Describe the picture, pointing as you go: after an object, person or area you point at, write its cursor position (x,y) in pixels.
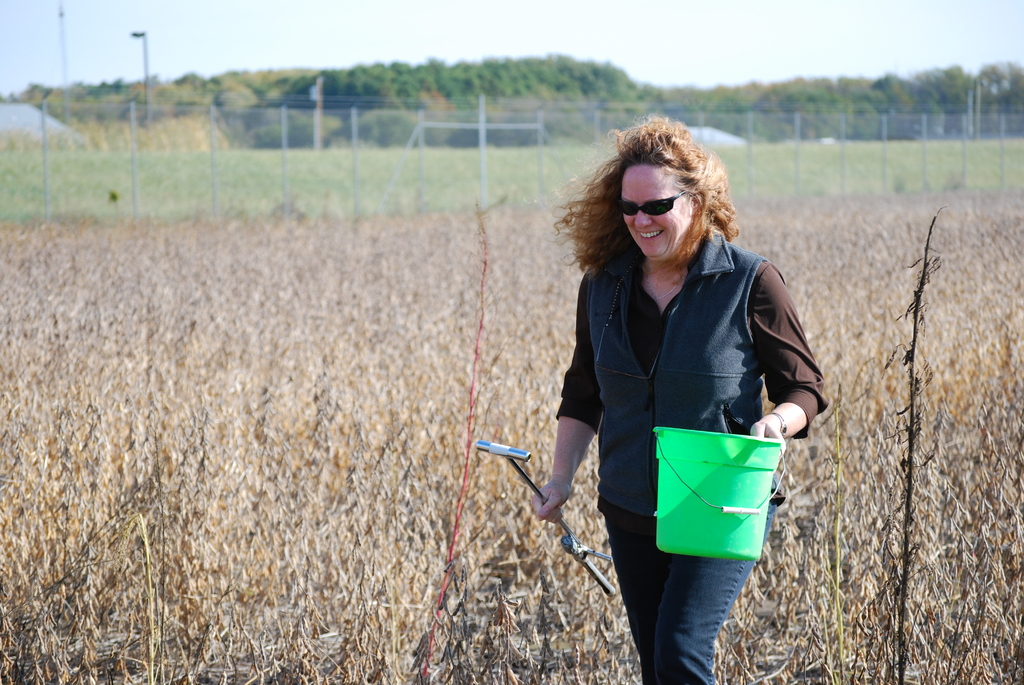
In this picture there is a woman (624,546) walking and smiling and holding a bucket (673,526) and object (590,572) and we can see plants (371,516) and fence (387,168). In the background of the image (123,83) trees (966,101), poles (146,80) and sky (280,64).
